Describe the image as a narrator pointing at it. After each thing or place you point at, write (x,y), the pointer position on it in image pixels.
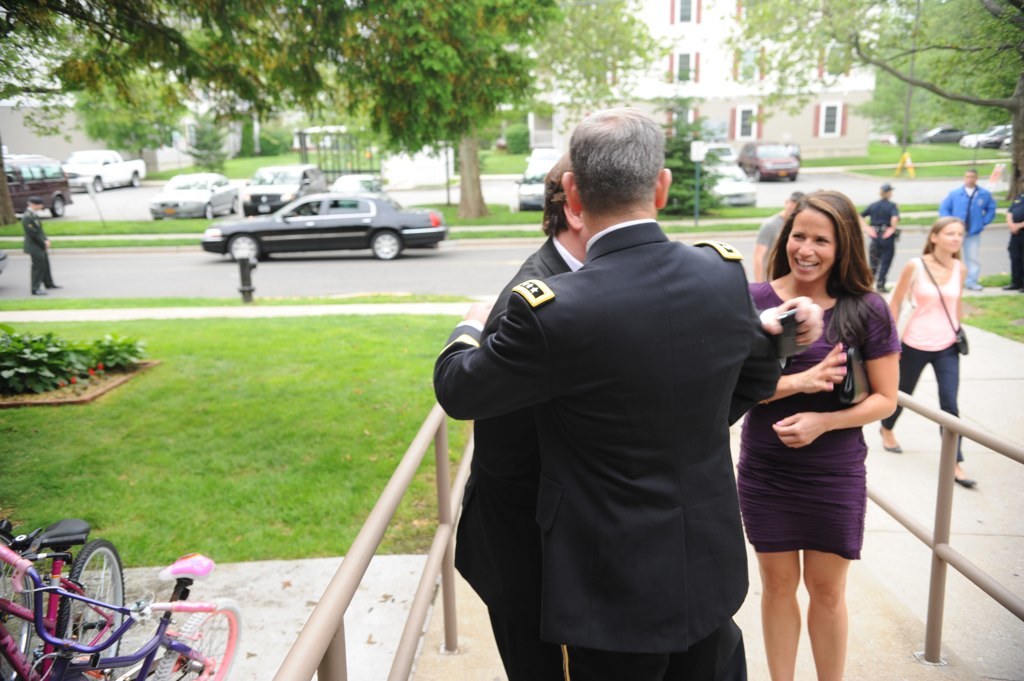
This is an outside view in this image in the foreground (729,305) there are three persons (676,294) who are standing, and in the background (970,185) there are some people (952,216) who are walking and on the road (114,202) there are some vehicles (745,202). In the background (163,83) there are some trees (428,73) and buildings (732,59), on the left side (140,425) there is grass (67,454), plants (79,359) and some cycles (76,624).
